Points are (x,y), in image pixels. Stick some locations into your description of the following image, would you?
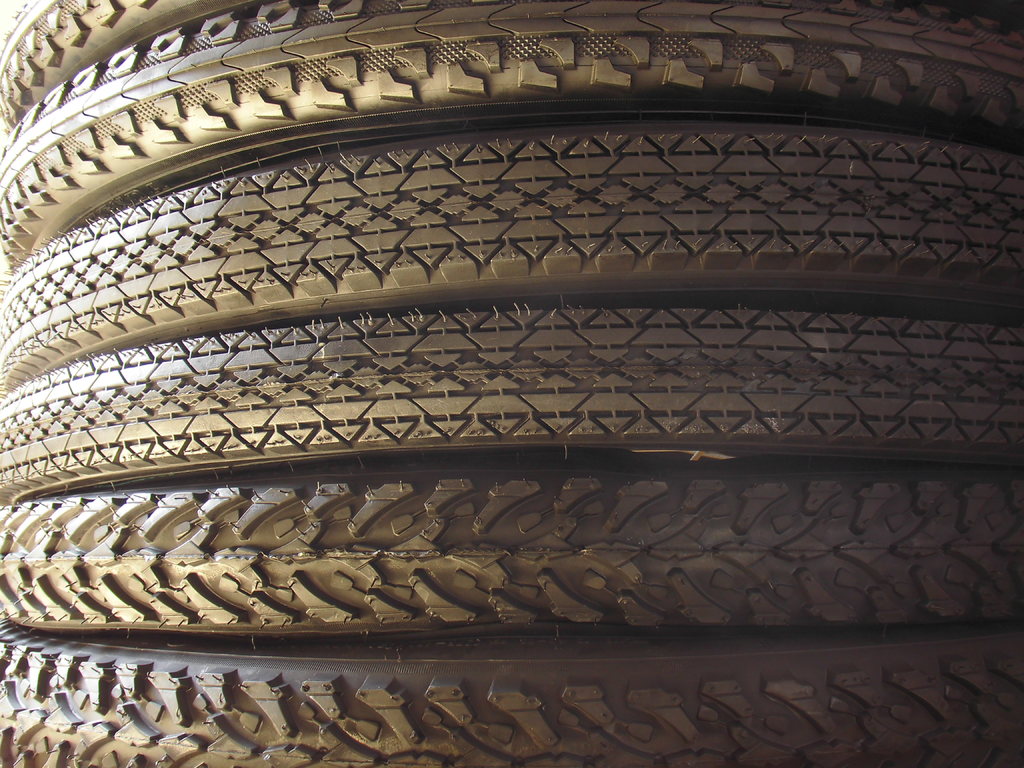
In this picture we can see tires (853,252) with different tracks (233,671).
